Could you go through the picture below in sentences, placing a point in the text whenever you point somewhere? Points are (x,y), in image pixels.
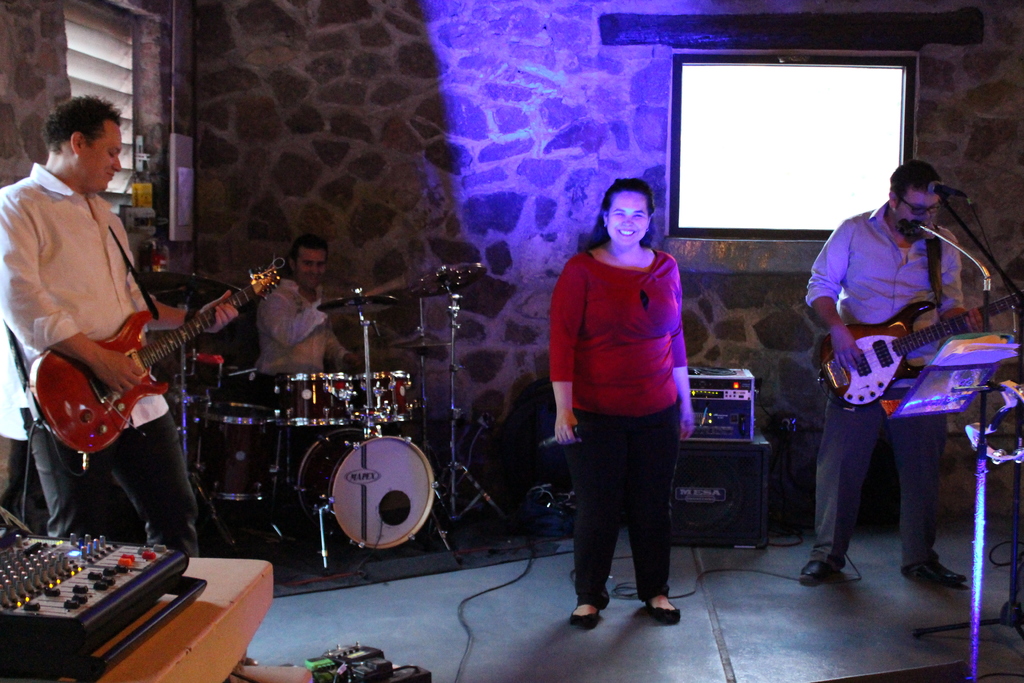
there are so many people (929,173) standing holding a musical instruments (994,304) is playing a music and there is a woman (620,262) in the middle (620,262) holding a microphone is smiling.
